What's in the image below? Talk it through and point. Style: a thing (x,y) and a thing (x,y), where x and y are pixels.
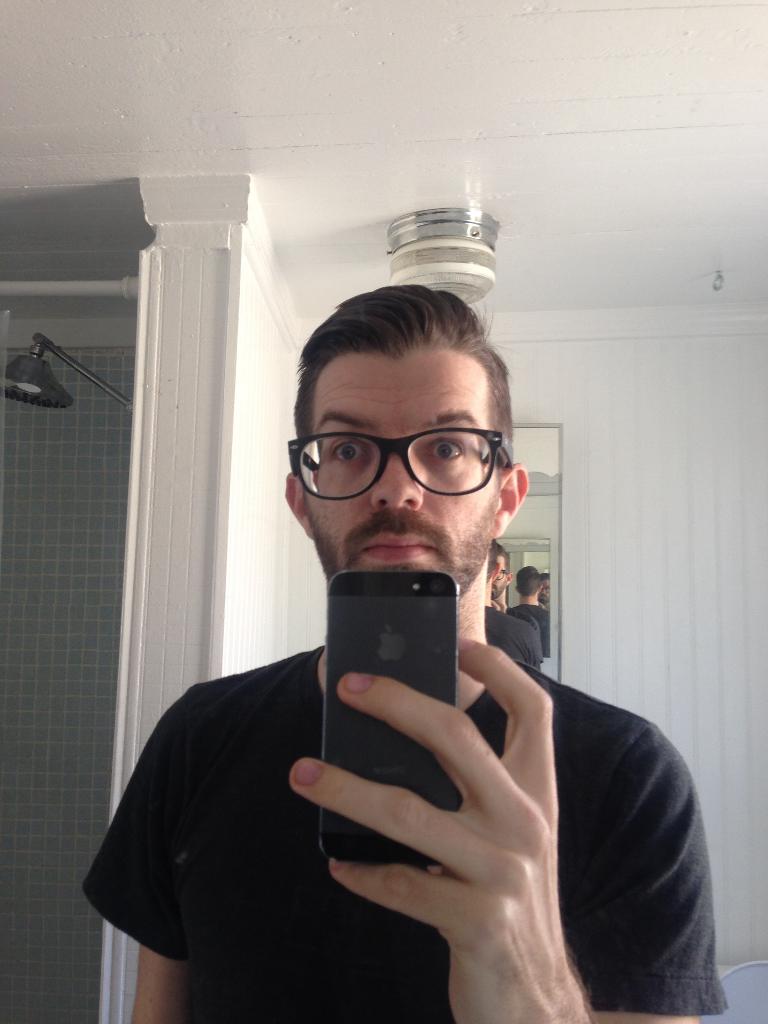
In this image i can see a man (384,559) standing and holding a mobile (404,659), at the back ground (40,412) i can see a shower (38,400), a mirror (536,523) attached to a wall (610,399).
